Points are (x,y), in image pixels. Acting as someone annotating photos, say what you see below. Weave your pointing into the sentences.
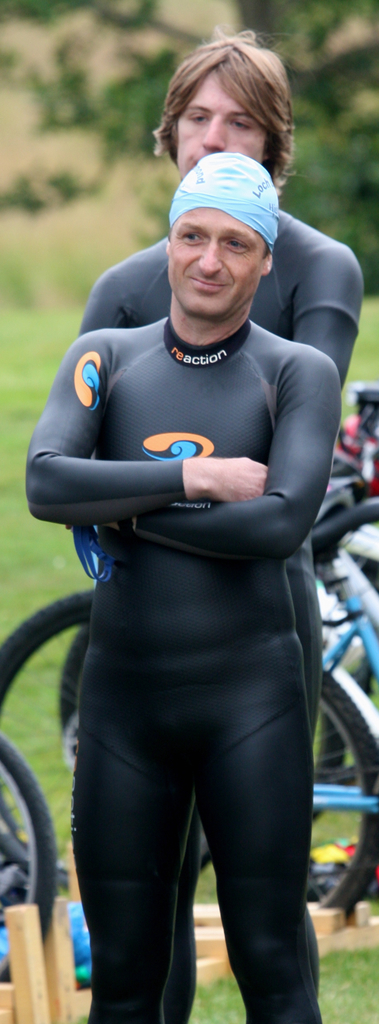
In this image I can see two people (236,650) standing on the ground (213,1000). These people (145,677) are wearing the black color dresses (163,503). To the side of these people (299,650) I can see many bicycles (369,761). In the back (20,185) there are trees (142,94).
